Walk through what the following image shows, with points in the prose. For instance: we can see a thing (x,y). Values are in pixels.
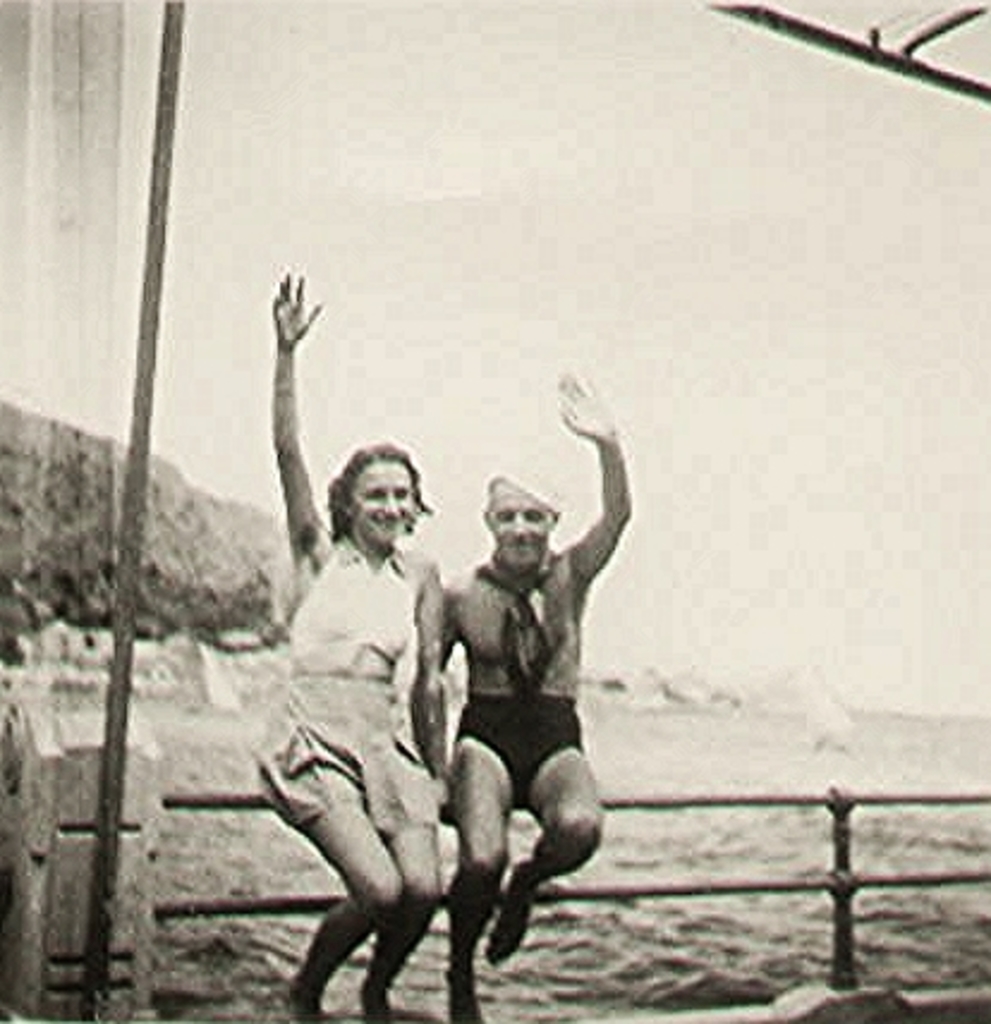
This is a black and white image. 2 people (512,702) are sitting on a fencing (865,795). There is water (258,865) at the back (691,732).
